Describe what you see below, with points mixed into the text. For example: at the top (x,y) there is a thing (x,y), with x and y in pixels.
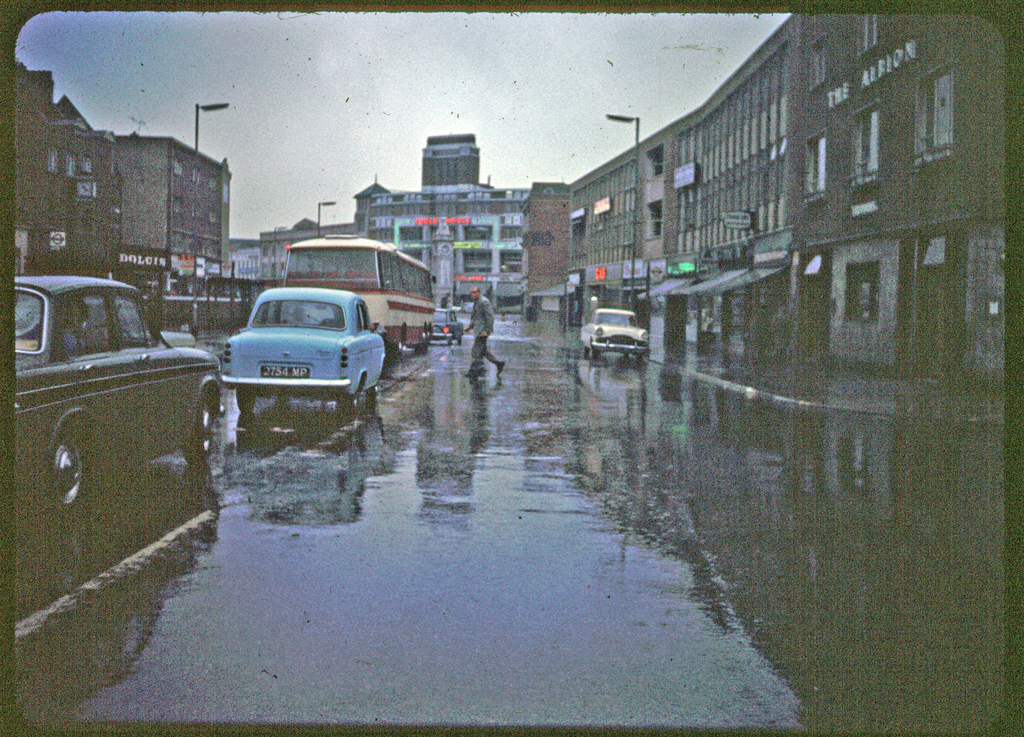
In this image I can see few buildings (545,206), windows (623,208), lights-poles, boards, sky (487,43) and few vehicles (316,324) on the road (580,505). One person (489,357) is walking on the road (464,335).
